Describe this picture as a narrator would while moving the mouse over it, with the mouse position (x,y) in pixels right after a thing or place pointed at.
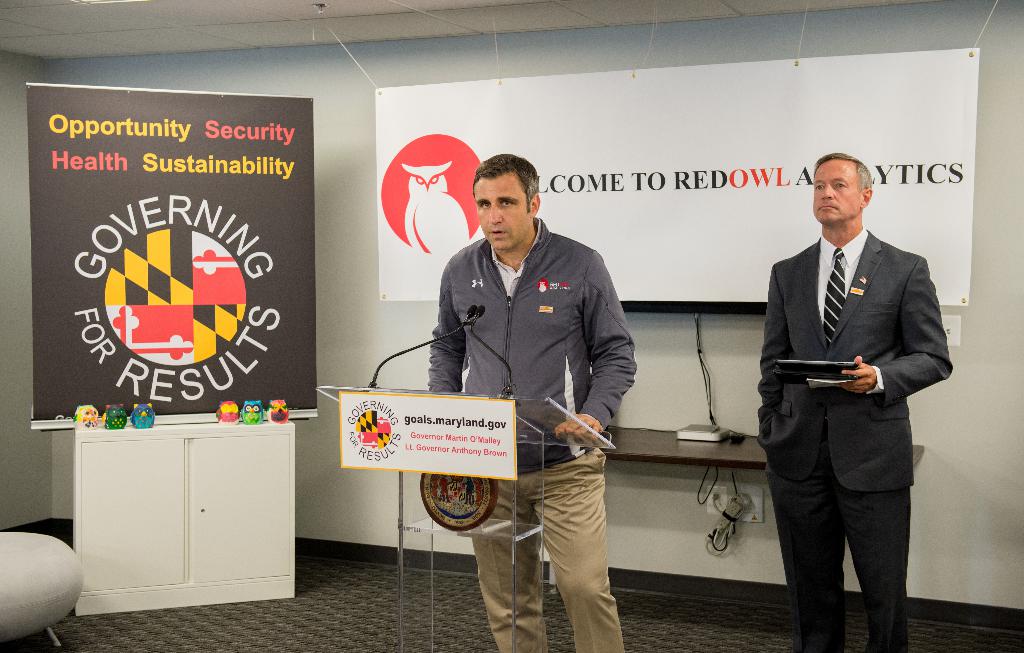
In this image we can see two men (876,296) standing on the ground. One man (870,316) is holding an object (823,385) in his hand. On the left side of the image (116,427) we can see some toys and a banner (244,261) with some text (276,314) placed in the cupboard (206,424). In the background (946,82), we can see a banner (928,202) with ropes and a device (722,426) placed on the table (743,447).
